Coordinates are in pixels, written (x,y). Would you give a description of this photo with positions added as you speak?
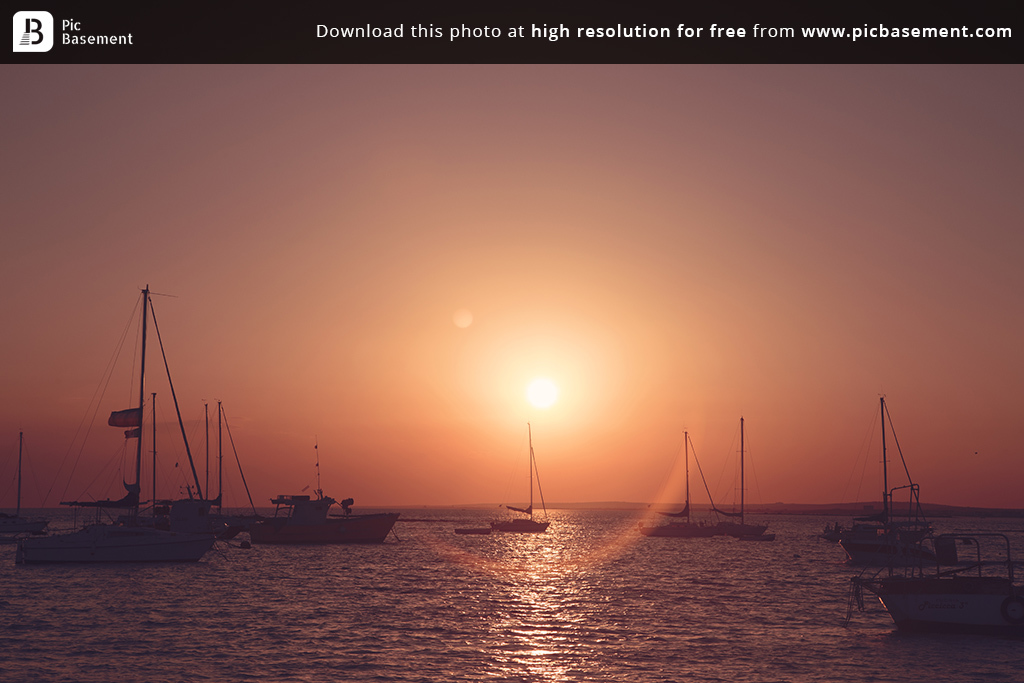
In this image we can see some boats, water (36,613) and in the background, we can see the sun (531,390).
